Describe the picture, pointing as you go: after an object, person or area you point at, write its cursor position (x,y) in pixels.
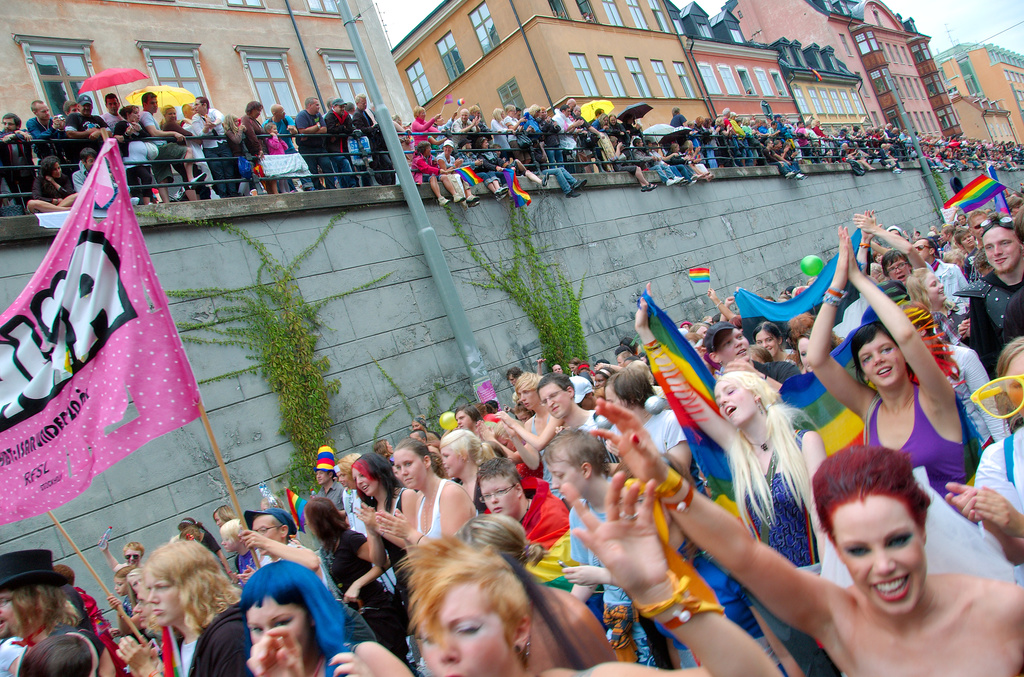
In this image we can see some people (413,570) and among them few people (740,348) holding some objects (806,298) in their hands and there is a wall (618,180) and we can see the creepers (317,428) on the wall (372,306). There is a railing (39,140) and we can see some buildings (555,30) in the background (329,35).
